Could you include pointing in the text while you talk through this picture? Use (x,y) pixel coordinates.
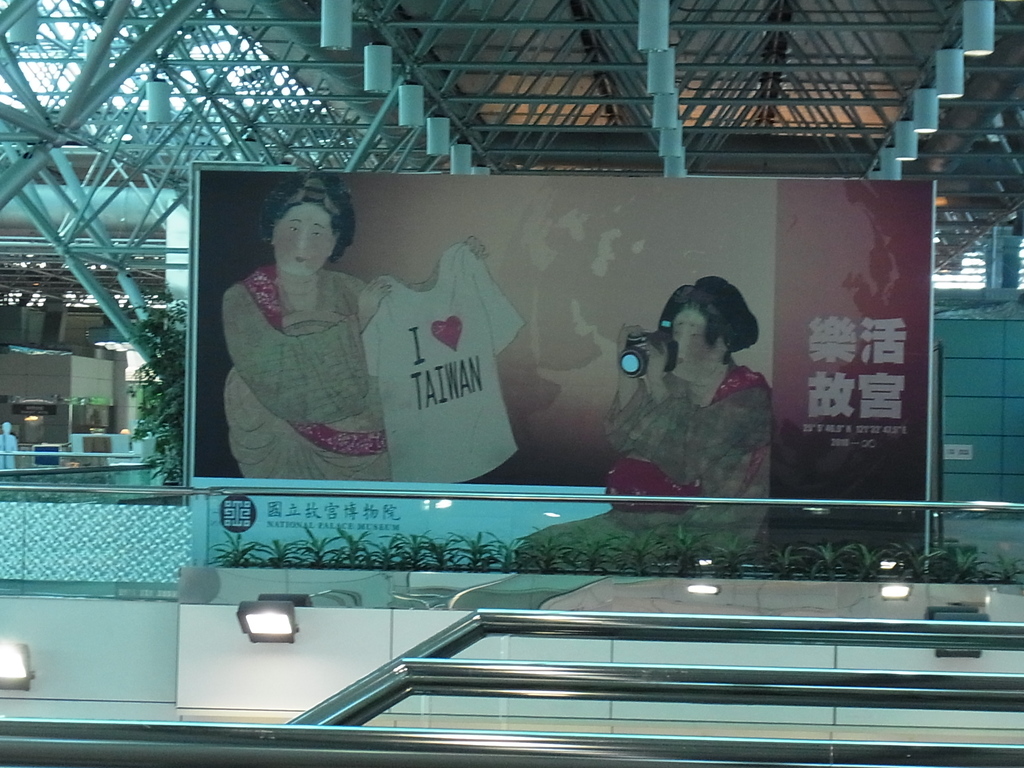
In this picture we can see a few rods (18,732) and lights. There is a glass object (391,539). Through this glass object (436,503), we can see a banner (247,379). In this banner (253,383), there is a woman (359,295) holding a shirt (428,424). We can see a person (624,395) holding a camera (639,350), some text (383,524) and a few plants (452,570). A plant (178,430) is visible on the left side (174,434). There are some objects (59,445) visible in the background (32,404).
